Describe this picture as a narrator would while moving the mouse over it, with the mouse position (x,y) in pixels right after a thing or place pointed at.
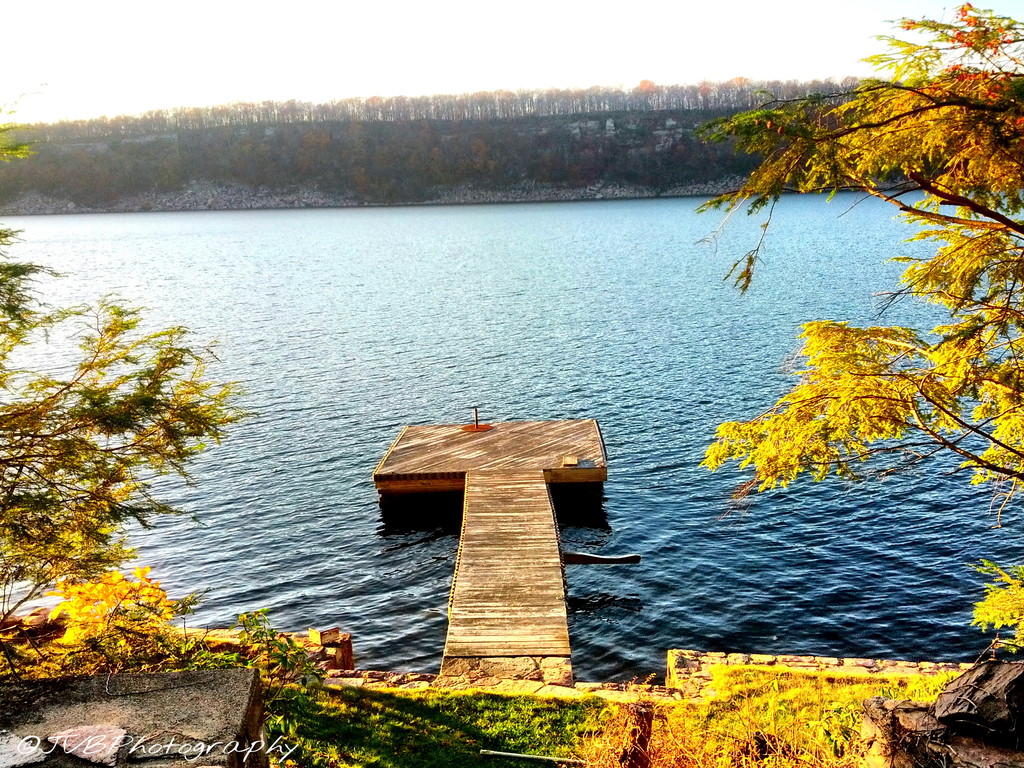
In this image I can see a river (374,254). I can see trees (988,385) on both sides of the image. I can see a wooden boat ramp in the center of the image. At the bottom of the image (790,690) I can see a garden (769,712) with some grass (347,699) and rocks (134,686). At the top of the image (536,51) I can see the sky (485,13). Just below the sky (101,109) I can see a wall (66,151) like a mountain (107,143) on which I can see some trees (50,134).
